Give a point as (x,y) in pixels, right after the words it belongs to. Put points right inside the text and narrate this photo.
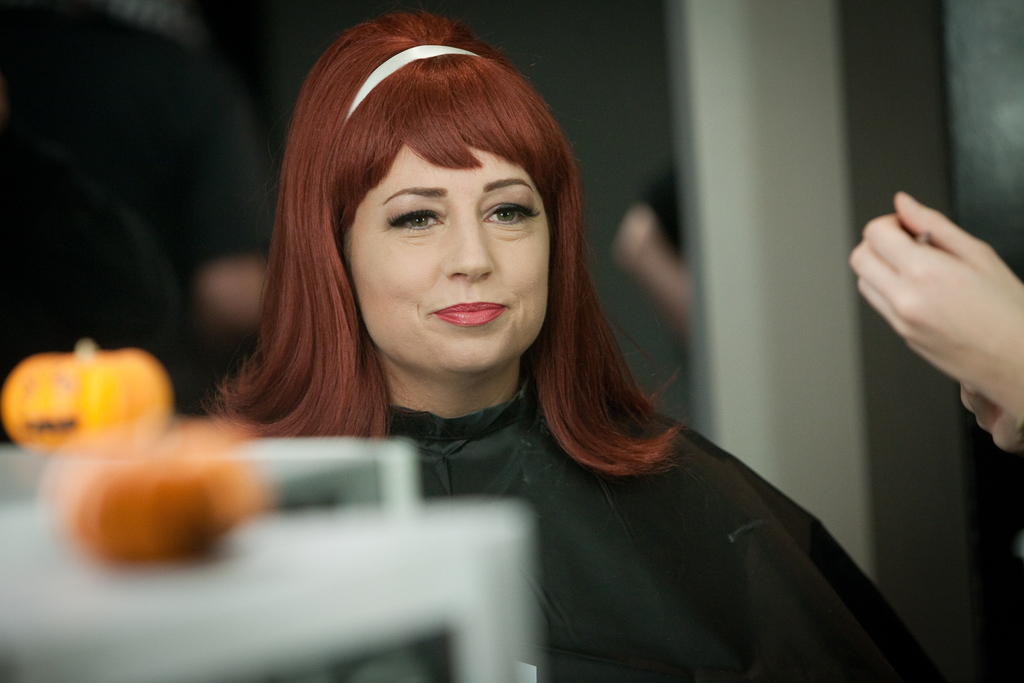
In this picture I can see a woman (511,216), there is a hand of a person (984,403), there are some objects (387,674), and there is blur background (833,72).
